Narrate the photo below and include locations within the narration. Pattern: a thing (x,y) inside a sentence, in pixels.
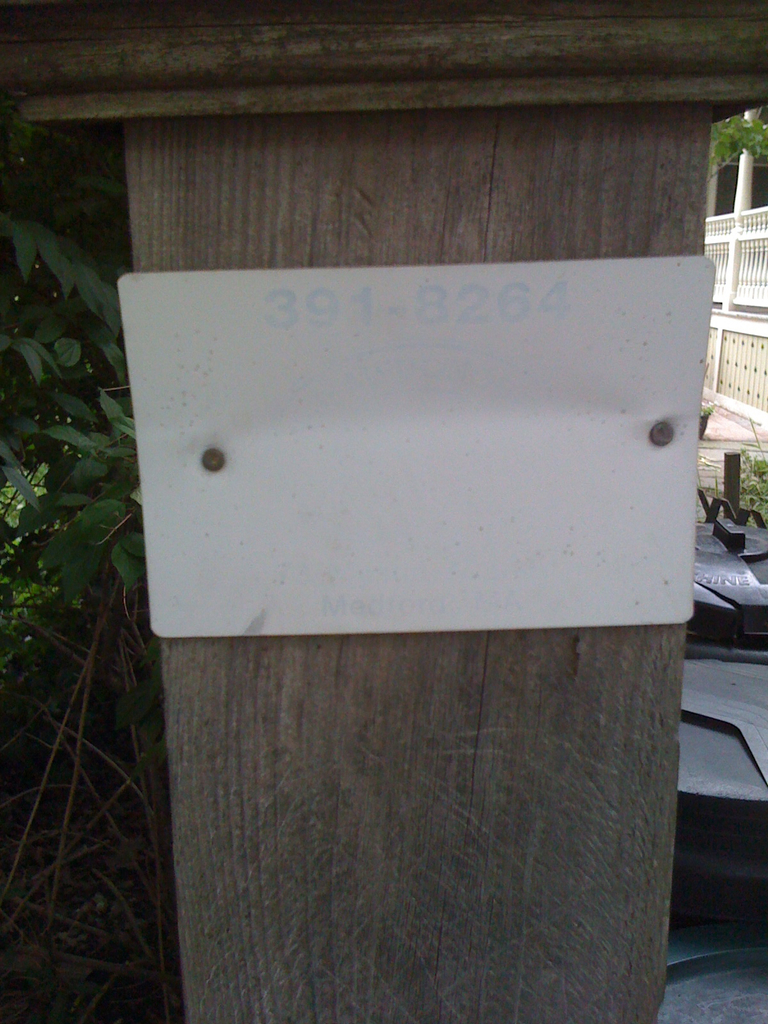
In this image I can see a wooden post (360,46) and a board (452,447) is attached to it. On the left side (47,719) there is a plant (81,673). On the right side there are few objects (734,692) placed on the ground (743,439). In the background (731,258) there is a railing (744,224) and a pillar (744,171).
